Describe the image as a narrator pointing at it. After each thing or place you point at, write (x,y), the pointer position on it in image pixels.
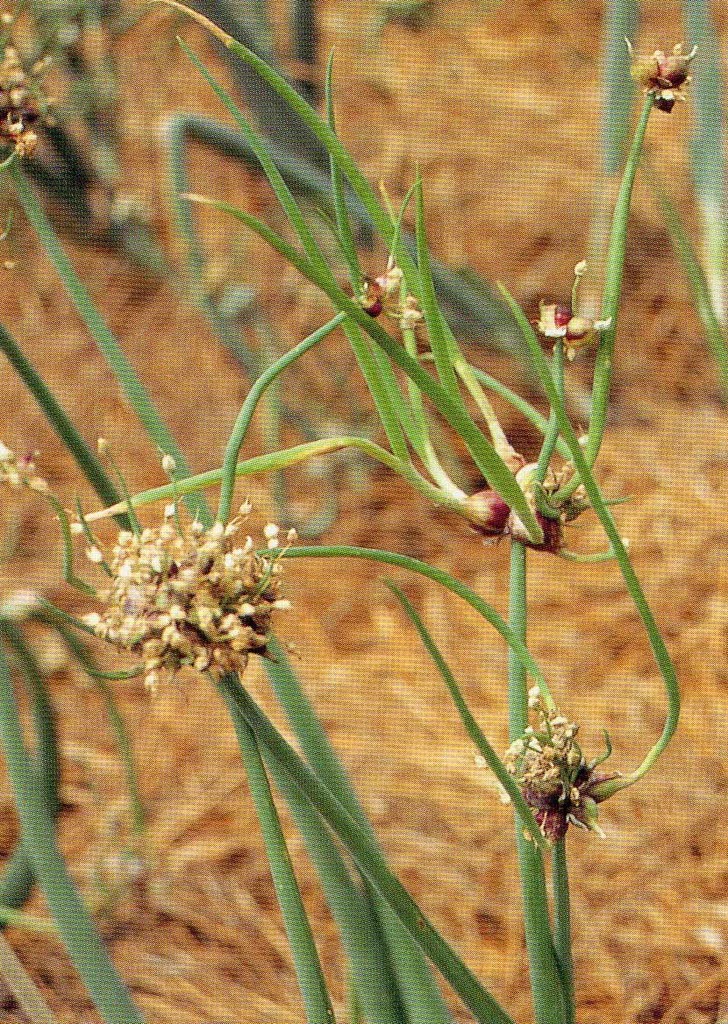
In this image we can see plants (191,586). In the background of the image (440,174) there is dry grass (433,132).
